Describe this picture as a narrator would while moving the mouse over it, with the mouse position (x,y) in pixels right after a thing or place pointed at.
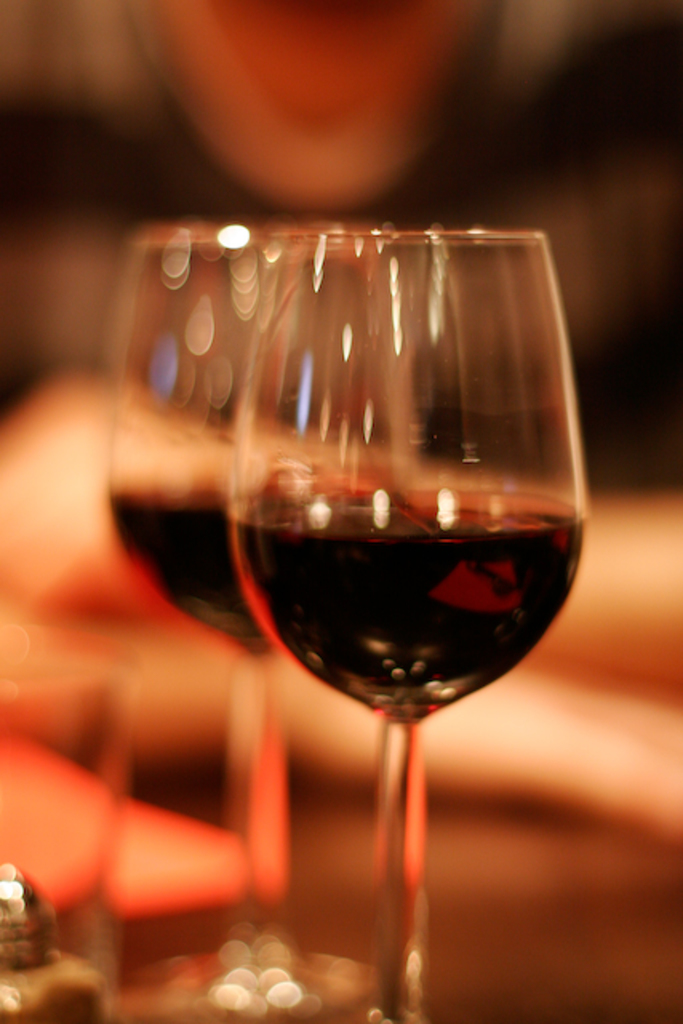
In this picture there is a drink (355,573) in the glasses (443,382). There are glasses (418,864) and there are objects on the table (496,868) and there is a person (416,103) behind the table (594,955).
